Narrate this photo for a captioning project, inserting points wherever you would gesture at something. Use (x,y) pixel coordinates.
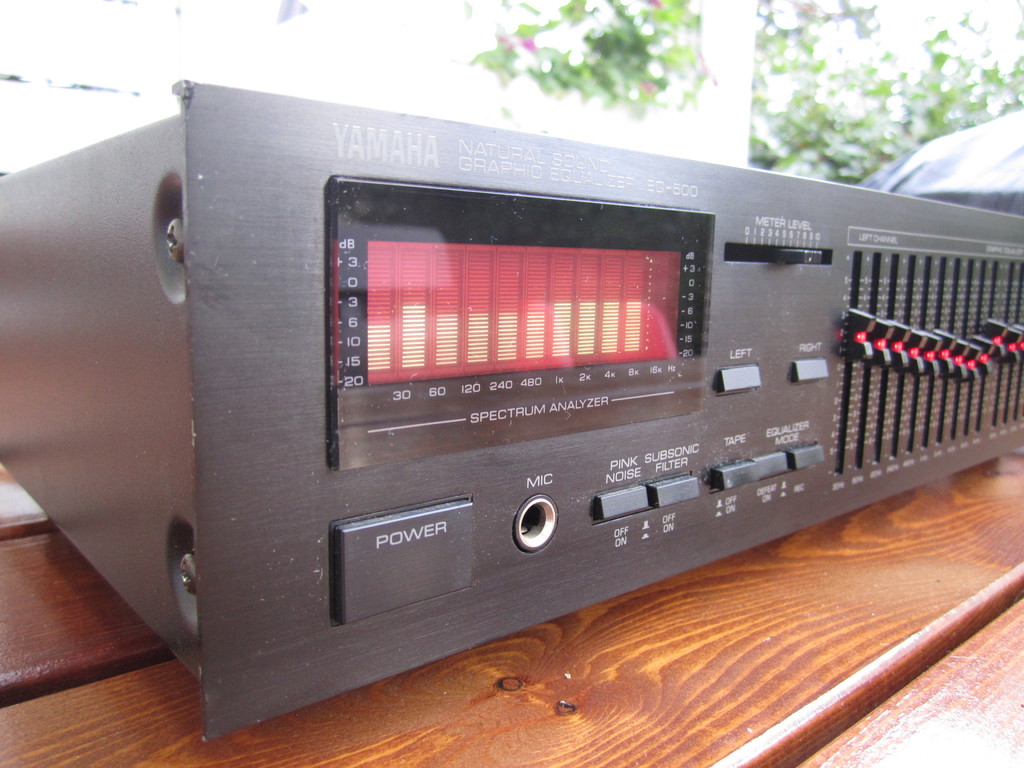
In this picture we see a Yamaha equalizer (702,323) placed on a wooden table (750,664). this equalizer (599,547) is black in color and has a analyzer (475,445), power button (467,523), and many buttons (725,469).
